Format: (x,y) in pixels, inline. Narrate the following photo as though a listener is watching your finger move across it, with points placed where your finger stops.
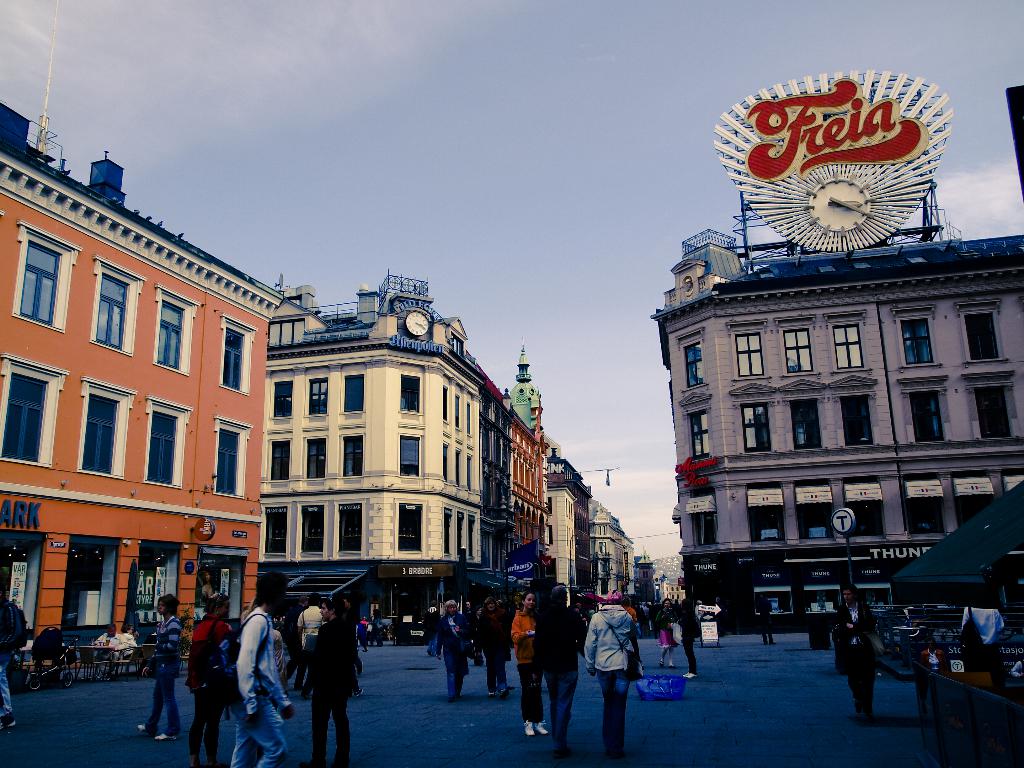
In this picture I can see group of people (7,654) standing on the road (143,690), there are chairs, tables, buildings (446,520), poles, clocks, boards (910,549), and in the background (607,161) there is sky (409,167).
